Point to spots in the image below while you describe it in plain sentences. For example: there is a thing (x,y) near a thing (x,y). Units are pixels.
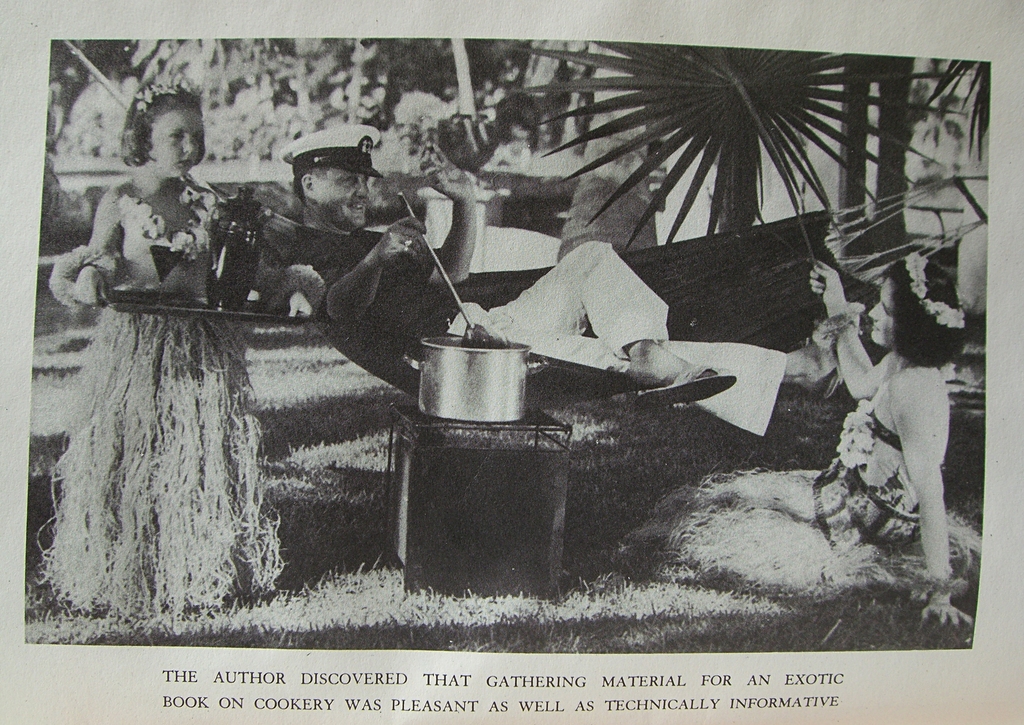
In this image I can see three persons (132,525) where one is standing, one is lying and one is sitting. On the left side of the image (205,340) I can see one girl (194,324) is holding a plate (252,303) and few other things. In the centre of the image (558,264) I can see one man (387,255) is holding, a spoon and in the front of him I can see a table (468,427) and an utensil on it. In the background (114,124) I can see number of trees (605,65) and on the bottom side of the image (814,692) I can see something is written. I can also see this image is black and white in colour.
